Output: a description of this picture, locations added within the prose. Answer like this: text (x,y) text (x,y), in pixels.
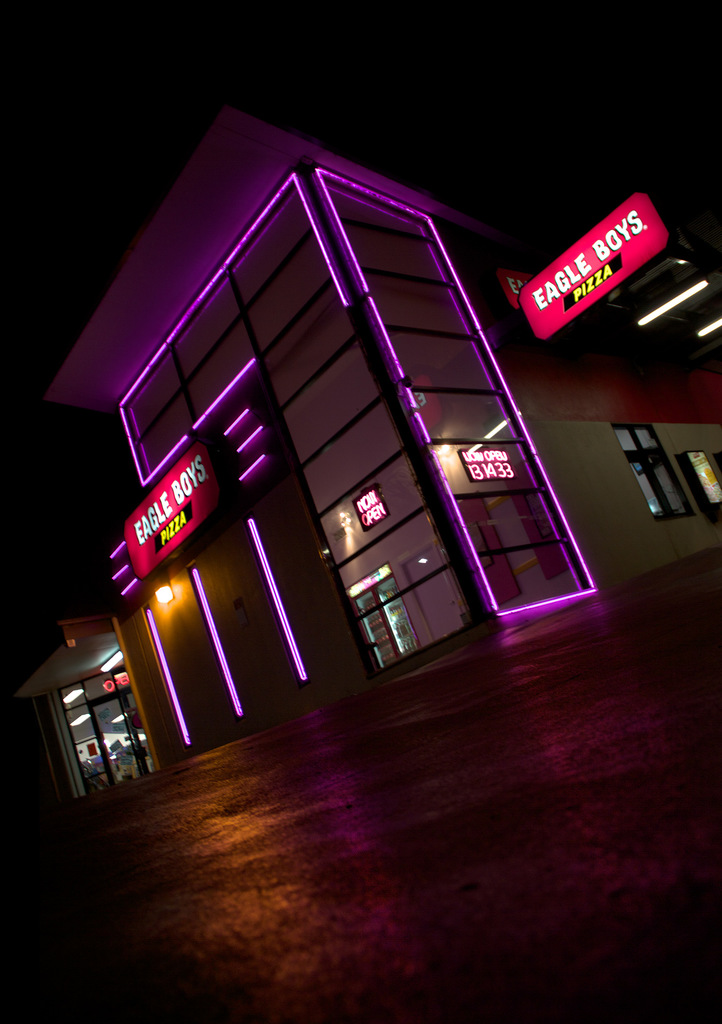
In this image, we can see there is a road (449,672). In the background (118,704), there are buildings (267,464) which are having lights (237,699) and hoardings (368,523) attached to the walls (188,673). And the background (632,18) is dark in color.
